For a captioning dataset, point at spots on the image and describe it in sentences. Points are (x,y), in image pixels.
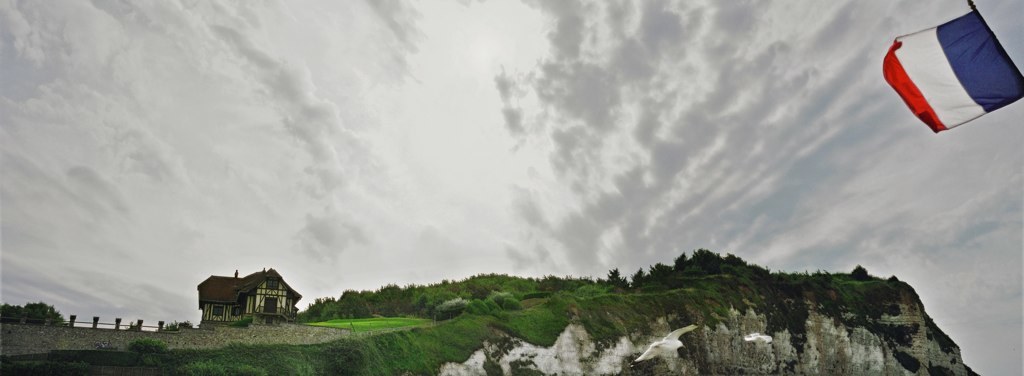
In the image we can see a building (264,299), grass (409,358), trees (19,310), fence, the flag of a country (927,91), mountain (817,341), big stone (779,337) and a cloudy sky (435,145).
